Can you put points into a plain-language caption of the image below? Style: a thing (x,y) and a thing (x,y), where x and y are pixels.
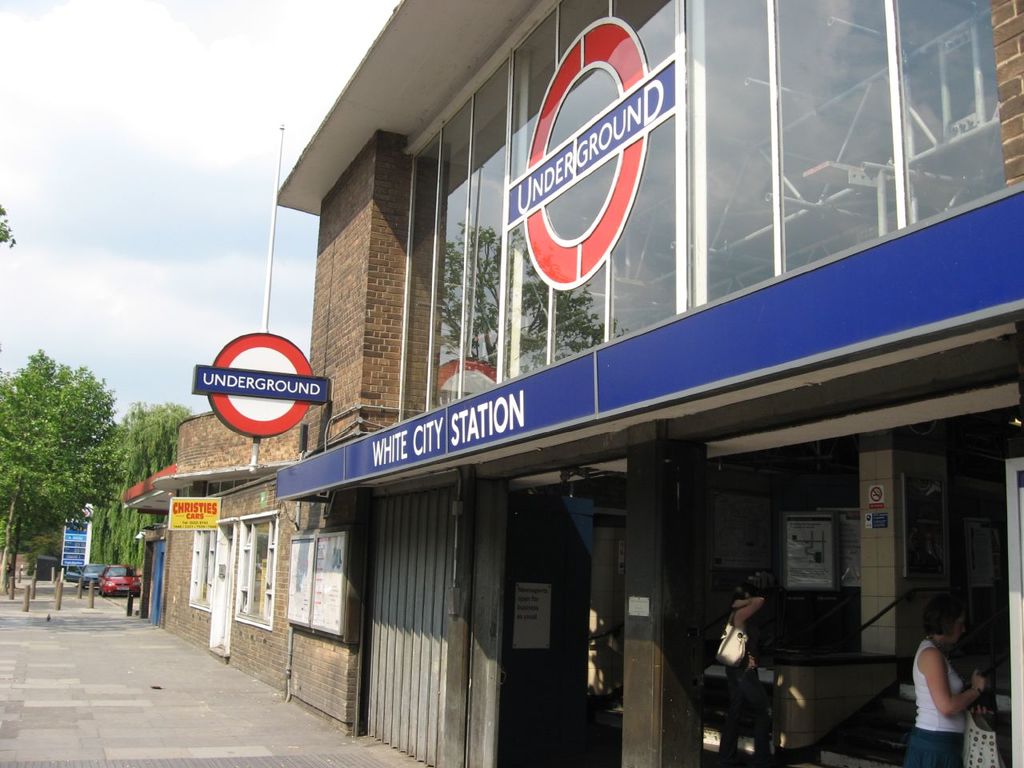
In the foreground of this image (523,492), on the right (739,487), there are buildings (285,582), boards (291,359) and a pole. In the background (130,442), there are trees (83,444), few bollards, vehicles (87,570), pavement (83,620), sky (110,222) and the cloud (74,162).
